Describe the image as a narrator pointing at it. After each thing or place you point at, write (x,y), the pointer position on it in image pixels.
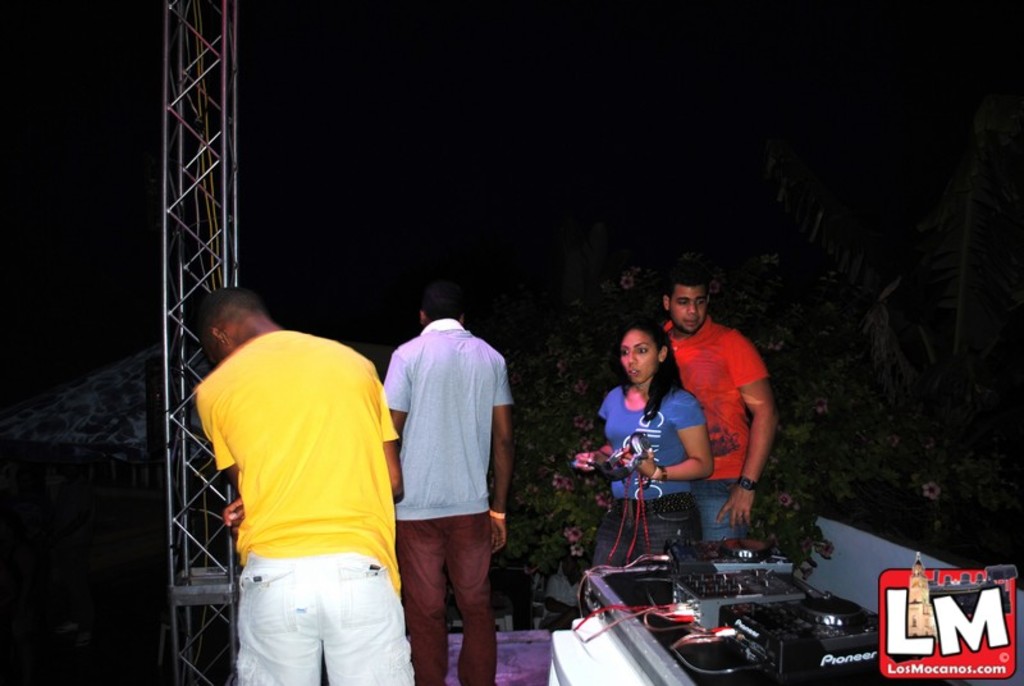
In this image I can see few people (663,464) are standing and one person (618,530) is holding something. I can see few trees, iron poles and the electronic-devices (808,645) in front (180,591). Background (122,69) is in black color.
